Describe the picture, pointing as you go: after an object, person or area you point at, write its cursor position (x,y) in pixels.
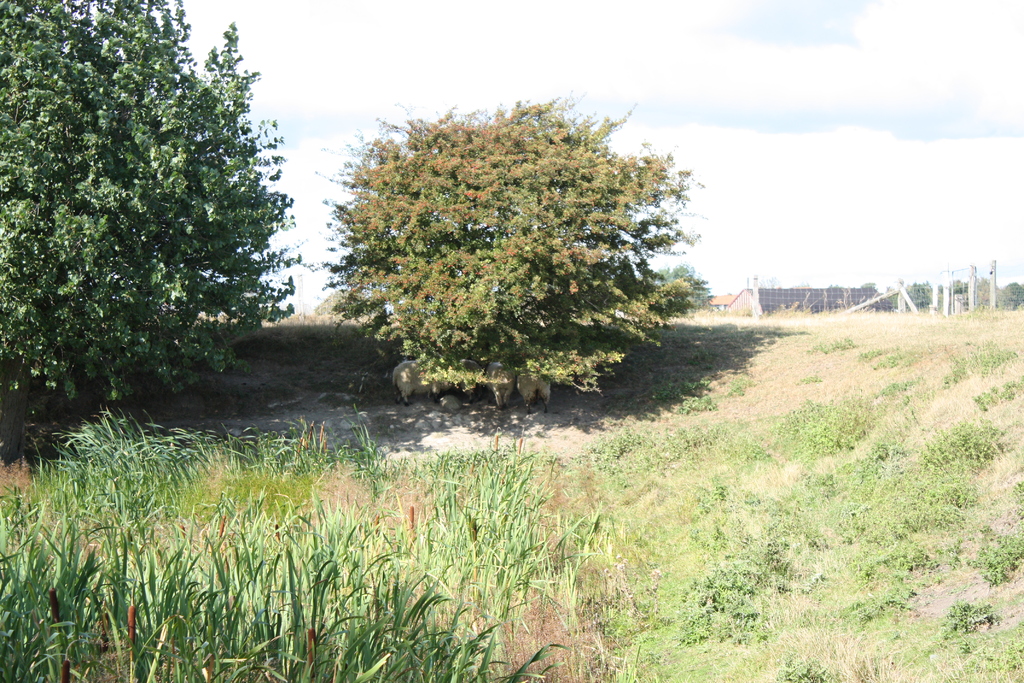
In this image in the front (299,533) there is grass (778,529) on the ground (733,527) and in the background (322,306) there are trees (608,300) and there is a wall (834,300) and there are poles (945,295) and the sky (895,98) is cloudy.
